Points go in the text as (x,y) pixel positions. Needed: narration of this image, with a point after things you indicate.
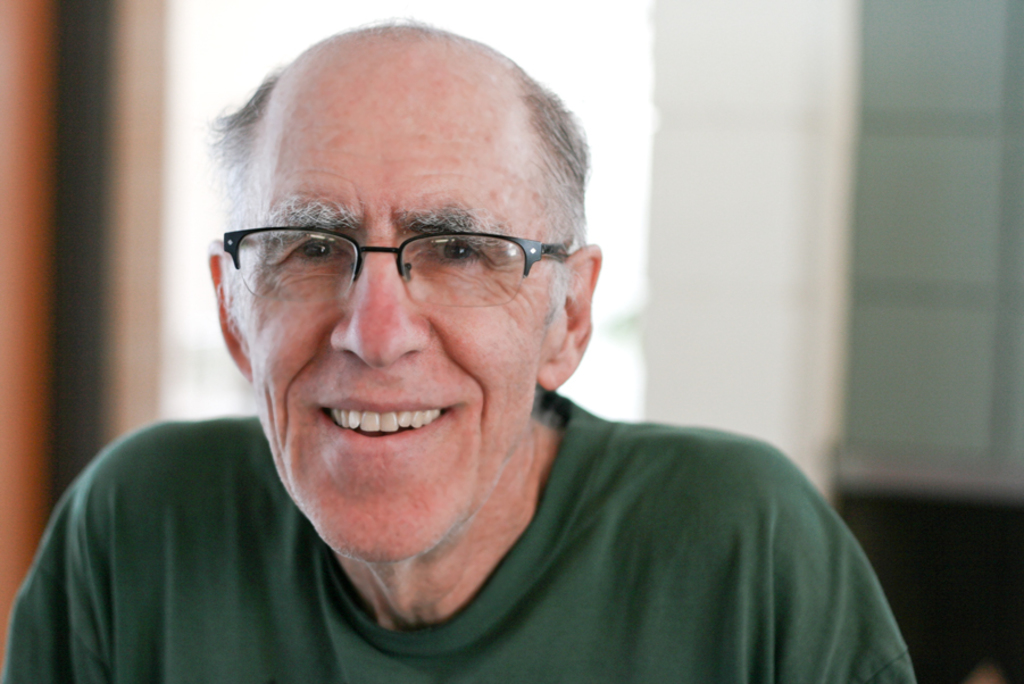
Here in this picture we can see an old man (373,206) present over a place and he is smiling and wearing spectacles (456,273).
